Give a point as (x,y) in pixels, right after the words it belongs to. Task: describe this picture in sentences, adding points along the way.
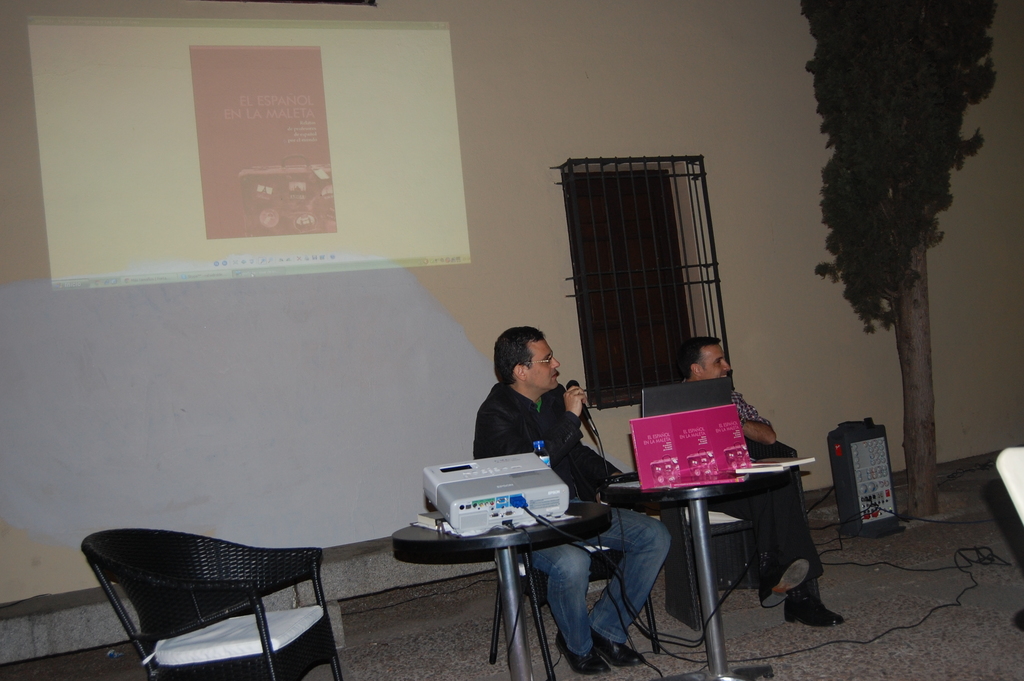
In this image I can see two men (495,440) where one man (574,428) is holding a mic (576,382) in his hand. I can also see few chairs (296,613) and In background (846,62) I can see a tree (924,174) and a projector screen (40,160) on this wall (80,472).
